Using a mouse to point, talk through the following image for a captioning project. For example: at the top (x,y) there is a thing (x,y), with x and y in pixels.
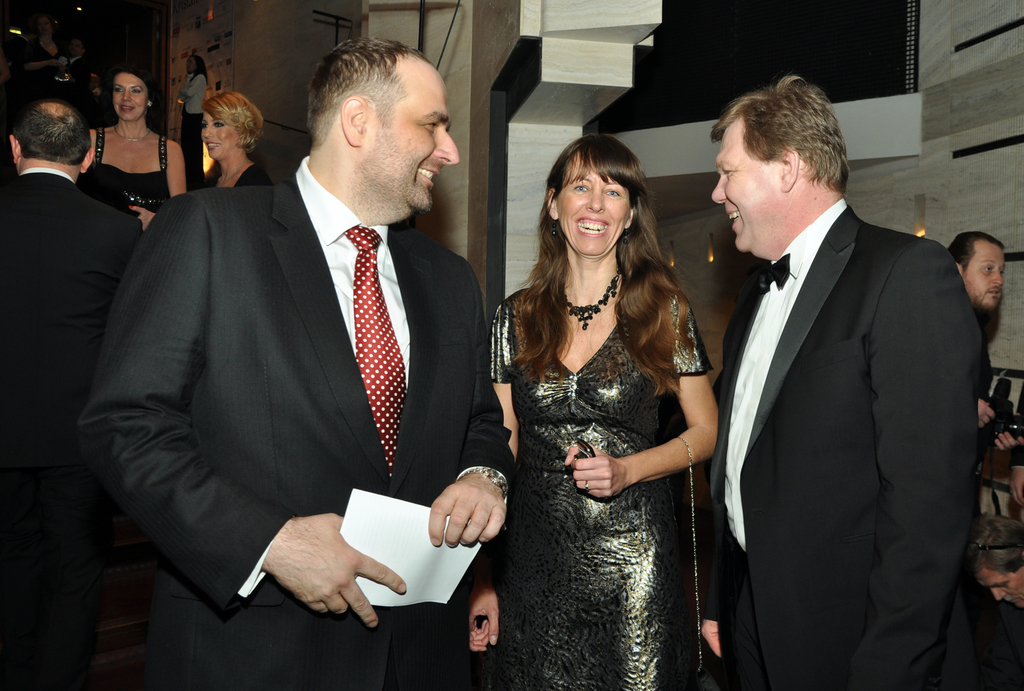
In this picture we can see three people (689,379), they are smiling and one person (467,378) is holding a paper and in the background (1013,178) we can see a group of people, wall (1013,158) and some objects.
